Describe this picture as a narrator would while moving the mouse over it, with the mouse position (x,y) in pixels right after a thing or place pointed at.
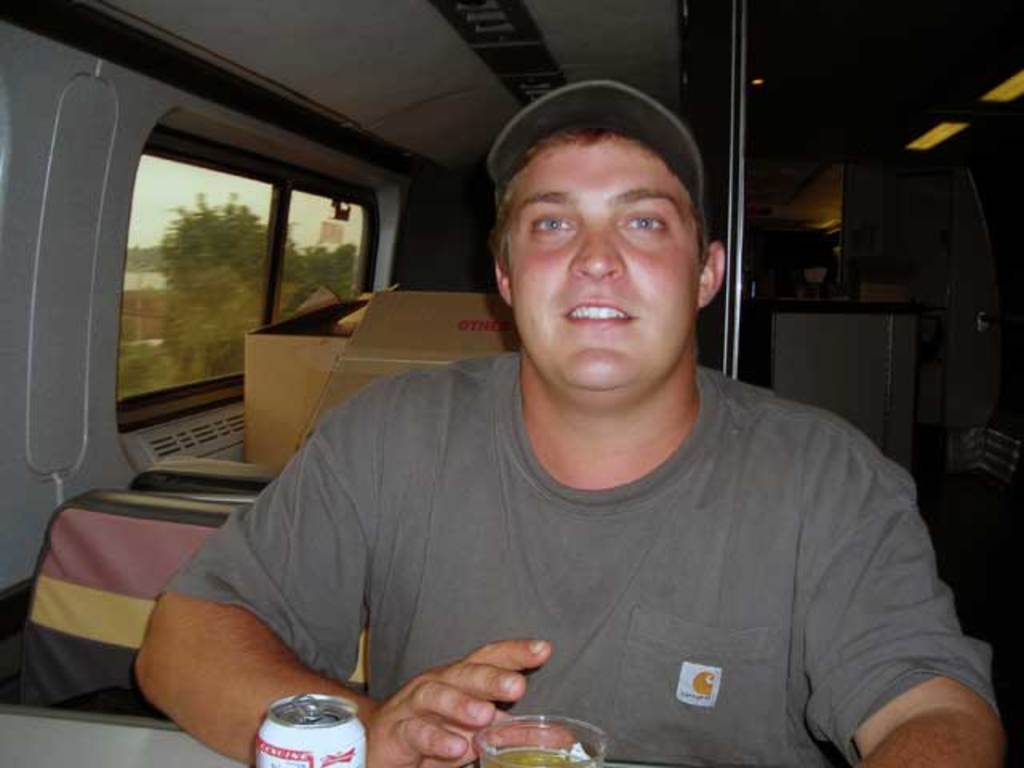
In this image we can see a person (366,586) sitting on the chair (87,703) and a table (102,732) is placed in front of him. On the table (84,732) there are beverage tin (307,715) and polythene tumbler (528,737). In the background (286,383) we can see trees (198,264), sky (165,191), buildings (150,319), cardboard cartons (397,298) and walls (884,431).
